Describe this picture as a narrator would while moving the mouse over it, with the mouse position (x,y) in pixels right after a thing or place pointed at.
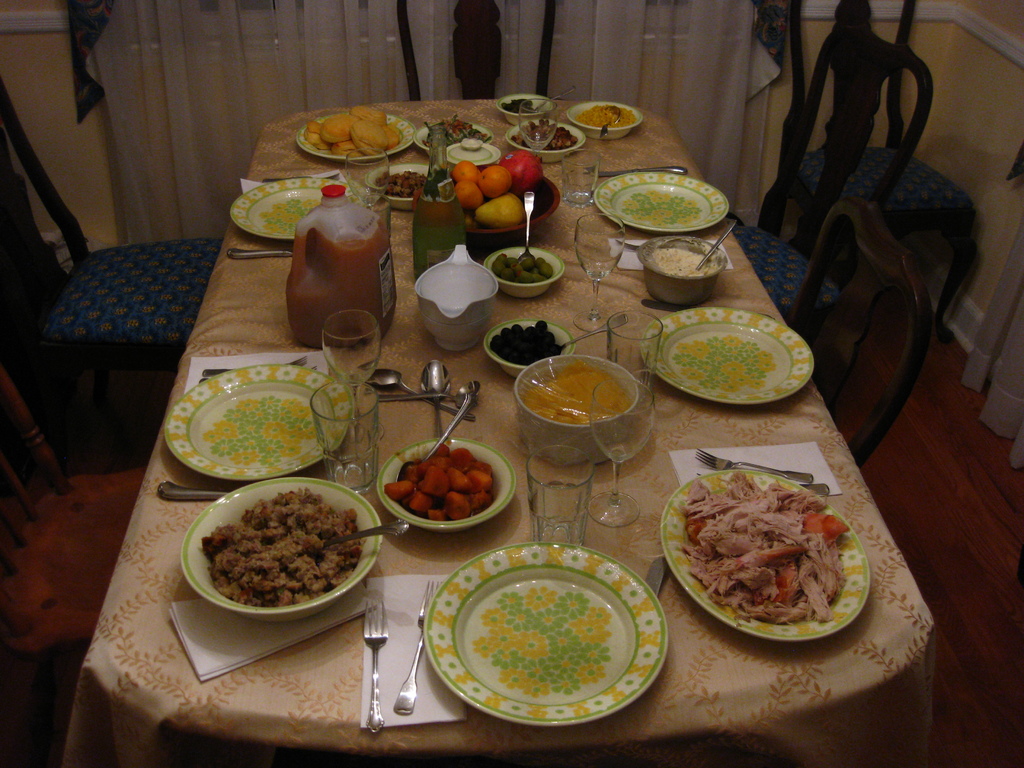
In the image in the center (574,309) we can see few chairs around table (487,404). On table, we can see cloth (411,222), plates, bowls (473,226), cup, can (370,216), wine glasses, spoons (525,202), wine bottle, fruits (532,181), tissue papers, some food items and few other objects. In the background (431,45) we can see wall (39,126) and curtain (75,45).
